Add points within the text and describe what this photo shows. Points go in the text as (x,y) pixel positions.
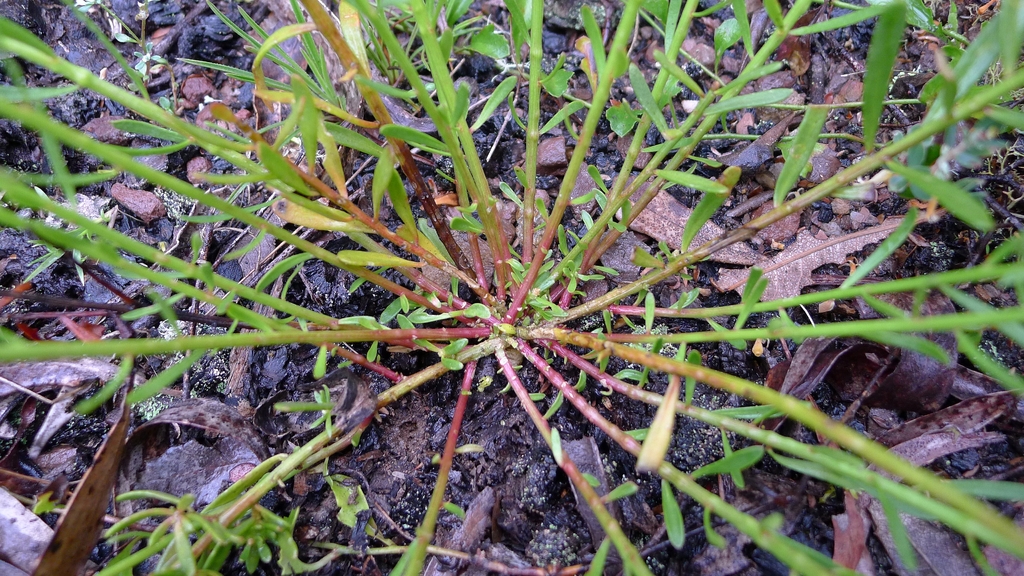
In this image we can see plants (655,168) and leaves (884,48) on the ground (509,459).
